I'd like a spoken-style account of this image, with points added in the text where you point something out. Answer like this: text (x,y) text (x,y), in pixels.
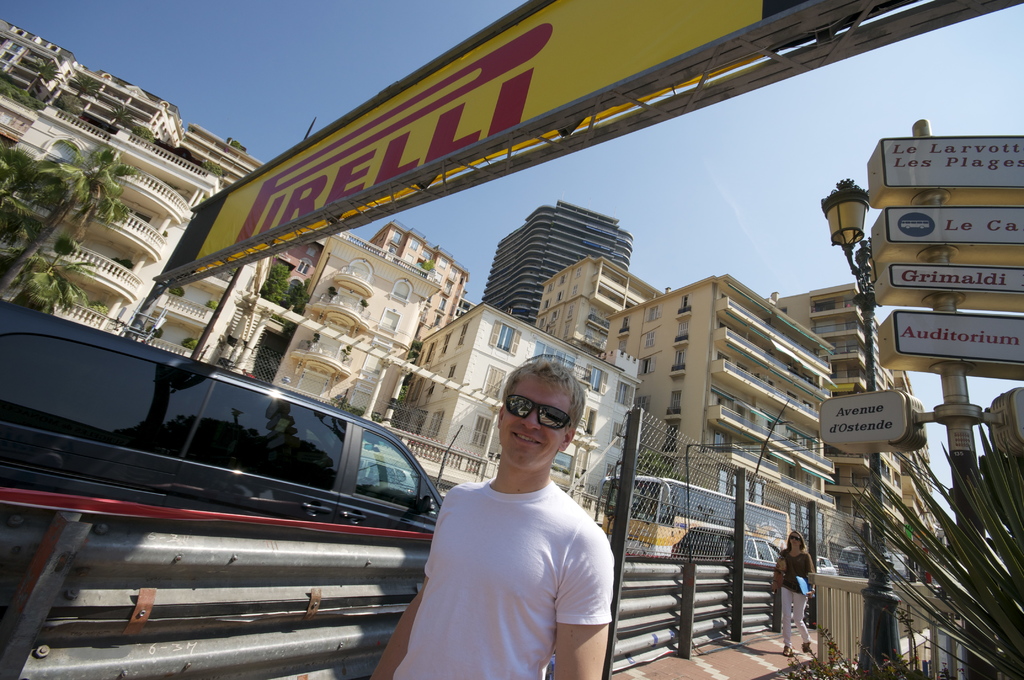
In this image there is a person (572,393) standing and smiling, and in the background (680,522) there is another person (787,642) standing, wire fence (830,508), vehicles (379,507), hoarding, lights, direction boards (909,215) attached to the poles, buildings (437,359), trees (82,184), sky (348,8).
